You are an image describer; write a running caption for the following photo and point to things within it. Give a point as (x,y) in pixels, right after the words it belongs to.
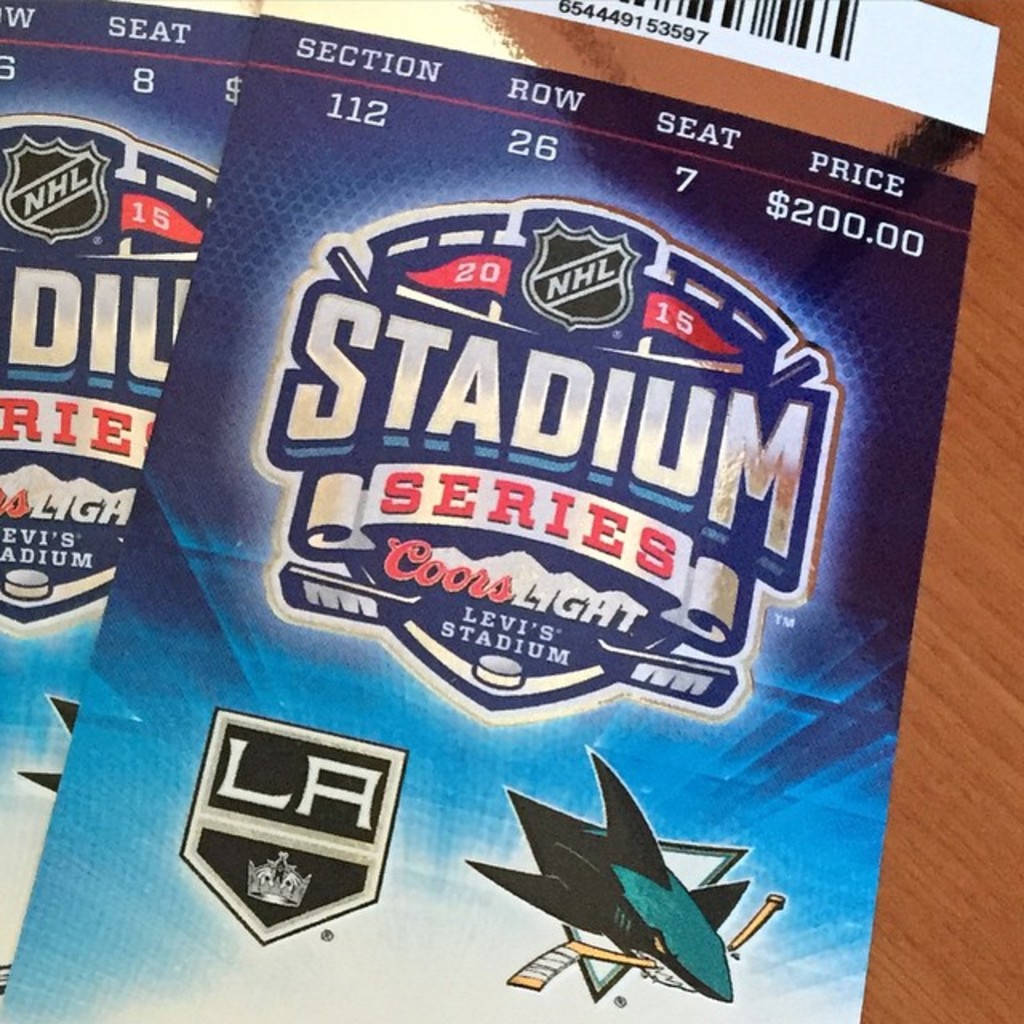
In this image there is a tickets (520,414) on which there are seat numbers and price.
